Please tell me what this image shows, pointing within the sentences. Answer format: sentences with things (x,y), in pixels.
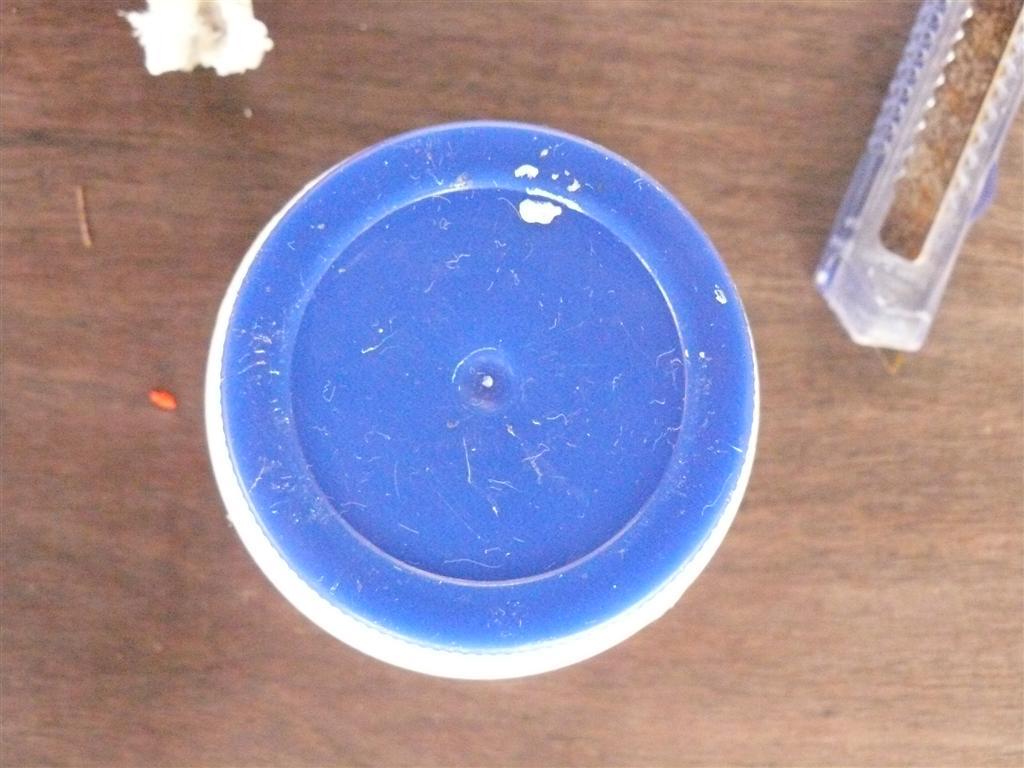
In this image we can see three objects (608,270) on the wooden surface (74,594).
